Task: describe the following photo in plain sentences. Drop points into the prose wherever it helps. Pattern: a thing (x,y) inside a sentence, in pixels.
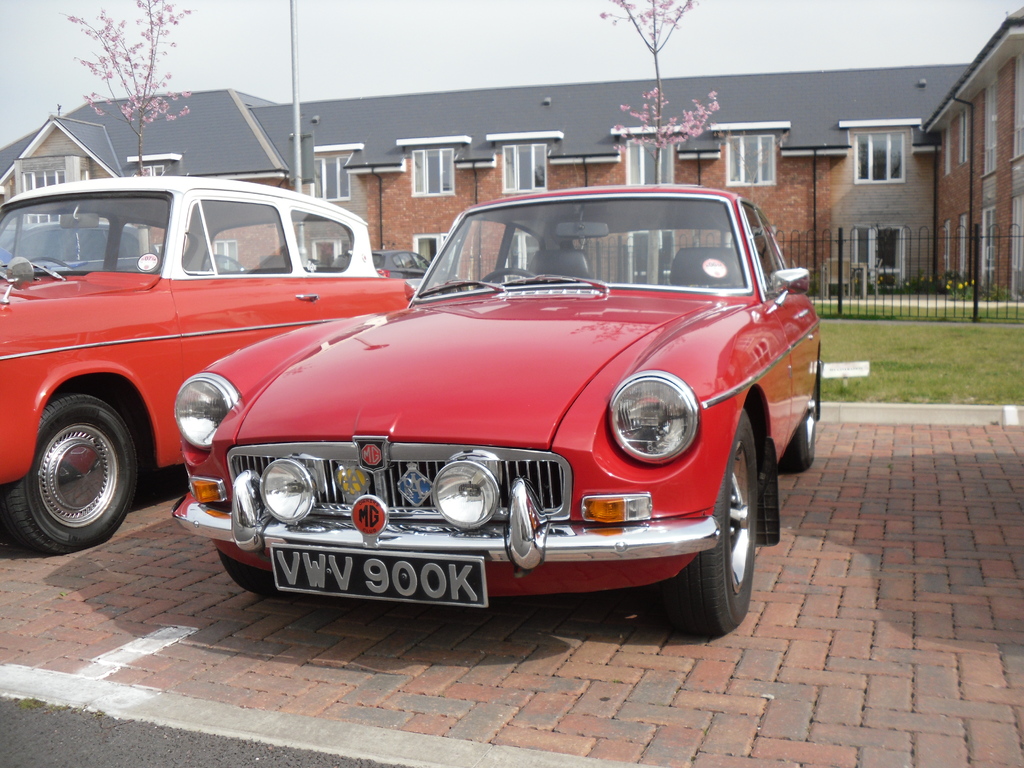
In this picture we can observe two red color cars (175,360) parked here. Behind the car (813,331) there is some grass (872,350) on the ground (888,352). We can observe a black color railing (888,259). In the background (920,165) there is a building (398,127) which is in grey and brown color. There is a pole (298,83) and two trees (658,124) which were in pink color. We can observe a sky (454,53) here.
